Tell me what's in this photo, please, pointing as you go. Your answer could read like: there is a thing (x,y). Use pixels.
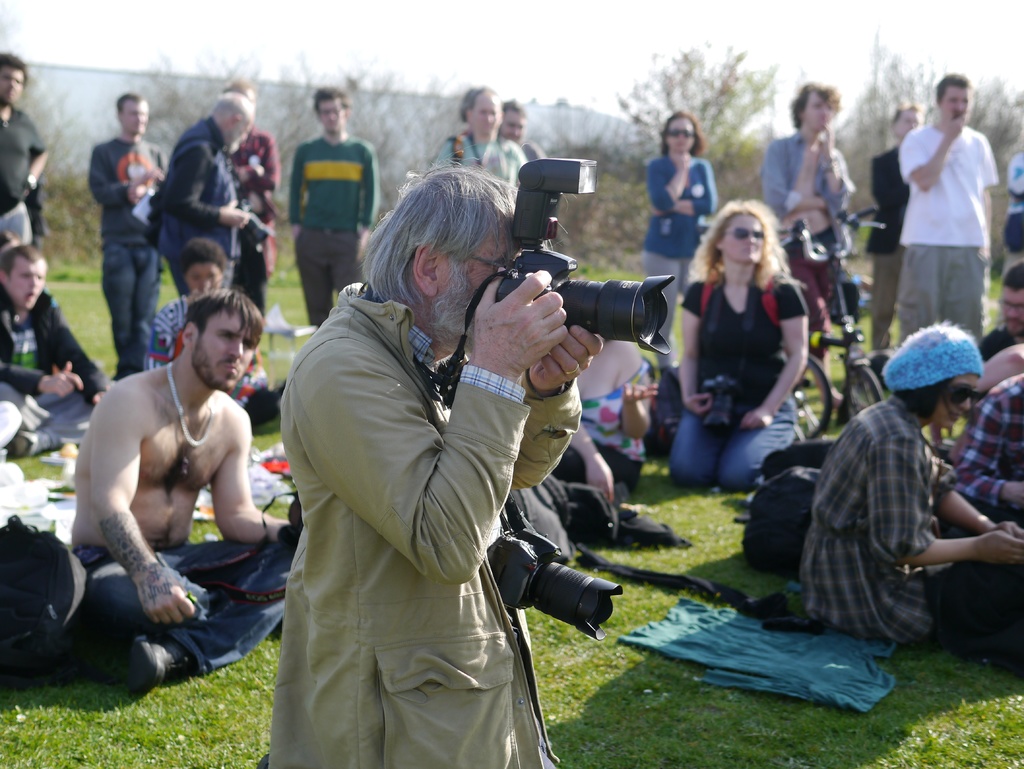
In this picture we can see some people (180,510) are sitting, some people (10,220) are standing and a person (715,324) is squat position and holding a camera (724,414). A man (415,439) in the jacket (409,541) is also holding a camera (512,283). Behind the people (364,257) there are trees (415,158) and the sky (705,28).
